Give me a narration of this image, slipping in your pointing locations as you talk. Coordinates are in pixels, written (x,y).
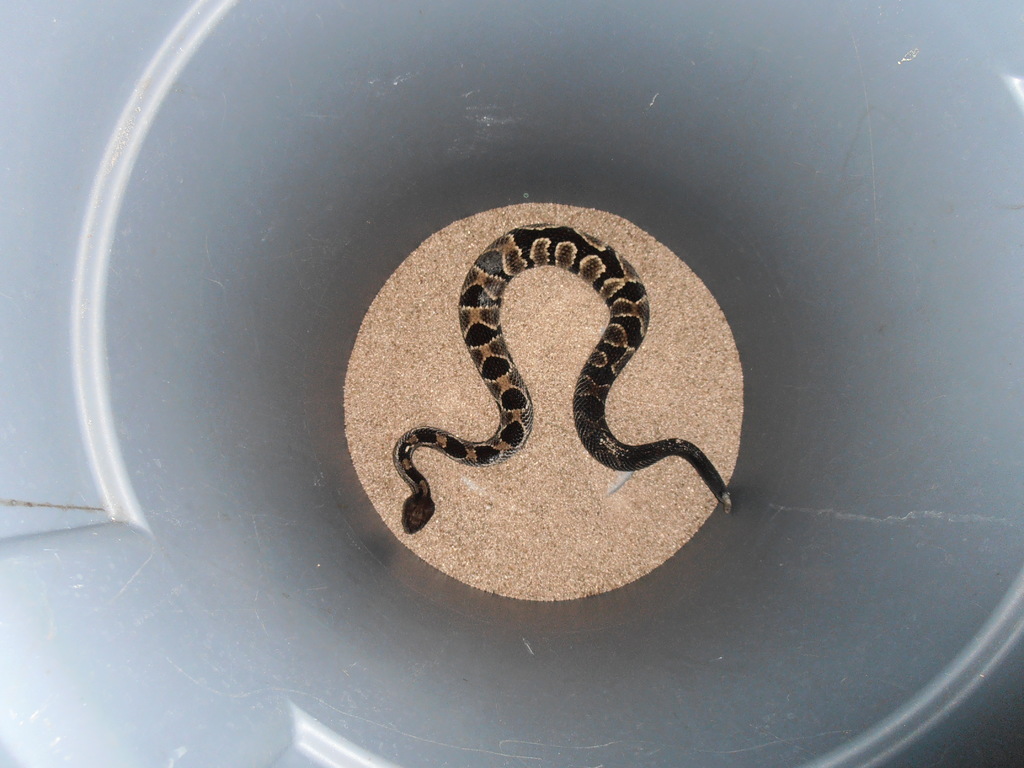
In this picture we can see a container (381,688) and in a container (933,426) we can see the sand (707,305) and a snake (725,507).
